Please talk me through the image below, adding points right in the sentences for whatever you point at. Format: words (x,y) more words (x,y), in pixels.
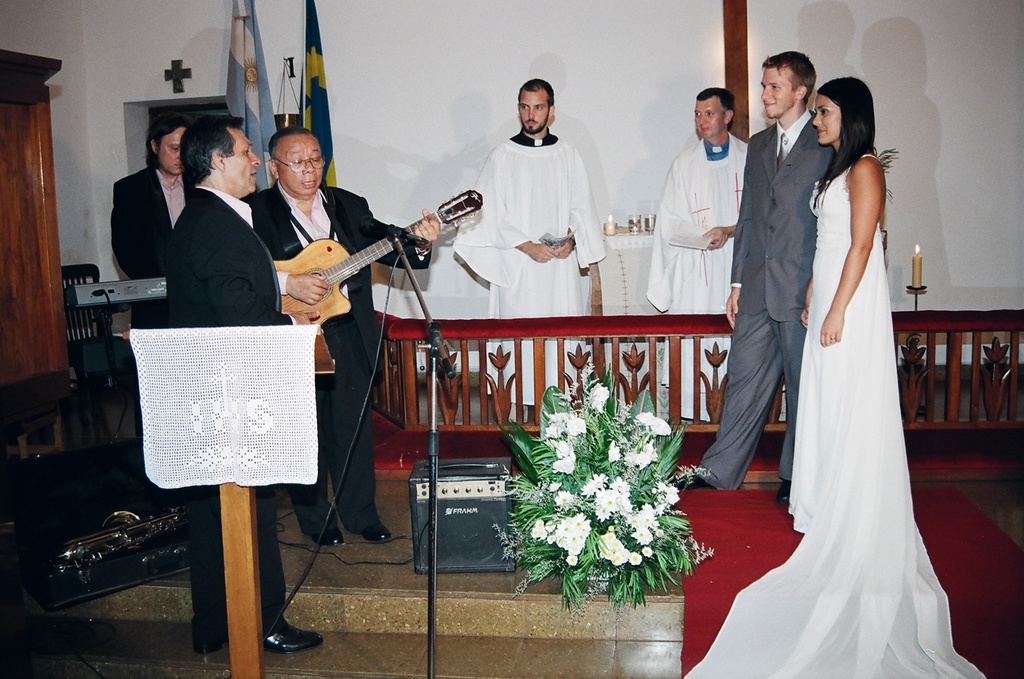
This picture is taken inside a room (800,63). It seems to be wedding. There are two pastors (706,197), bride (843,229), bridegroom (793,224) and three musicians (208,233) in the picture. There is a podium (242,342) in front of the musicians (248,251) and cloth (274,356) spread on it. Behind pastors (661,259) there is a table (625,241) and there are candles (607,229) on it. Behind the couple (833,276) there is another candle (918,268) in candle holder (915,298). On the floor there is a bouquet (600,534), speaker (488,530), bags (127,560) and red carpet (707,587). In the background (450,135) there are flags (314,100), wall (354,60), cupboard (18,139) and chair (79,269). On the wall (156,96) there is a cross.
